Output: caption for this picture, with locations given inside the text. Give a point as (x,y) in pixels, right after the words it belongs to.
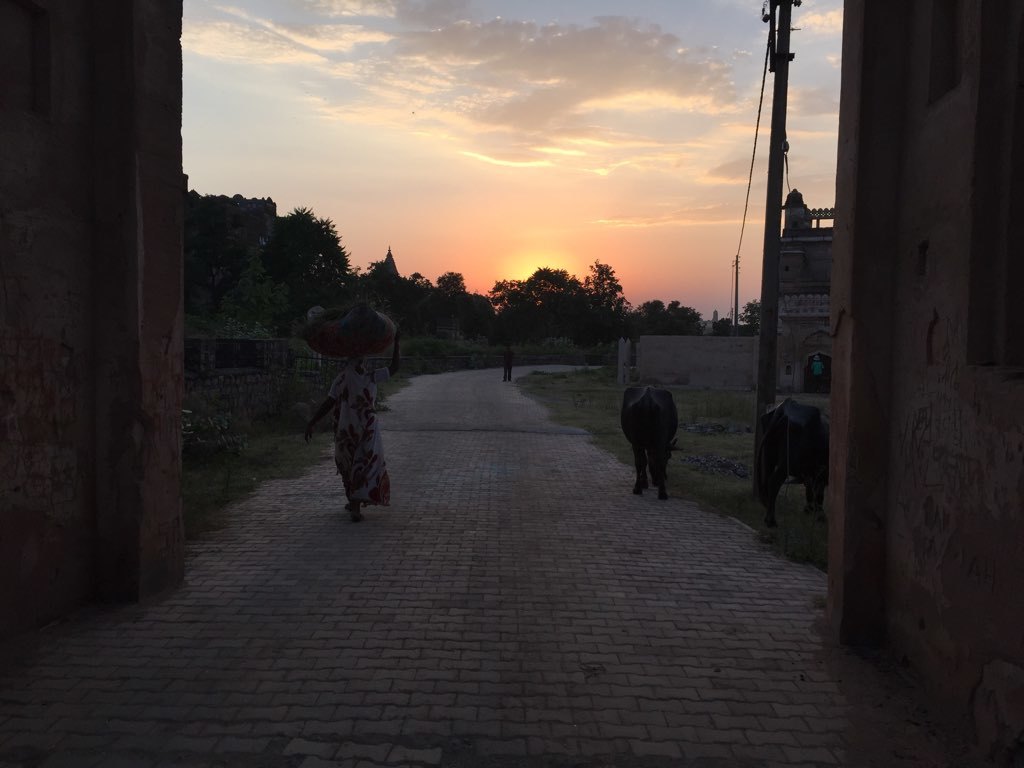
In the center of the image (379,474) we can see some people (384,487) walking on the pathway (373,524). In that a woman (328,407) is carrying a bag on her head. On the left side (159,518) we can see a wall (159,518), a building (226,392) with stones (206,387) and a group of trees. On the right side (697,471) we can see a person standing beside a building (829,388), some grass (686,448), buffaloes (819,440), some poles (780,139) with wires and a wall (907,429). On the backside (648,188) we can see the sun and the sky (597,184) which looks cloudy.
